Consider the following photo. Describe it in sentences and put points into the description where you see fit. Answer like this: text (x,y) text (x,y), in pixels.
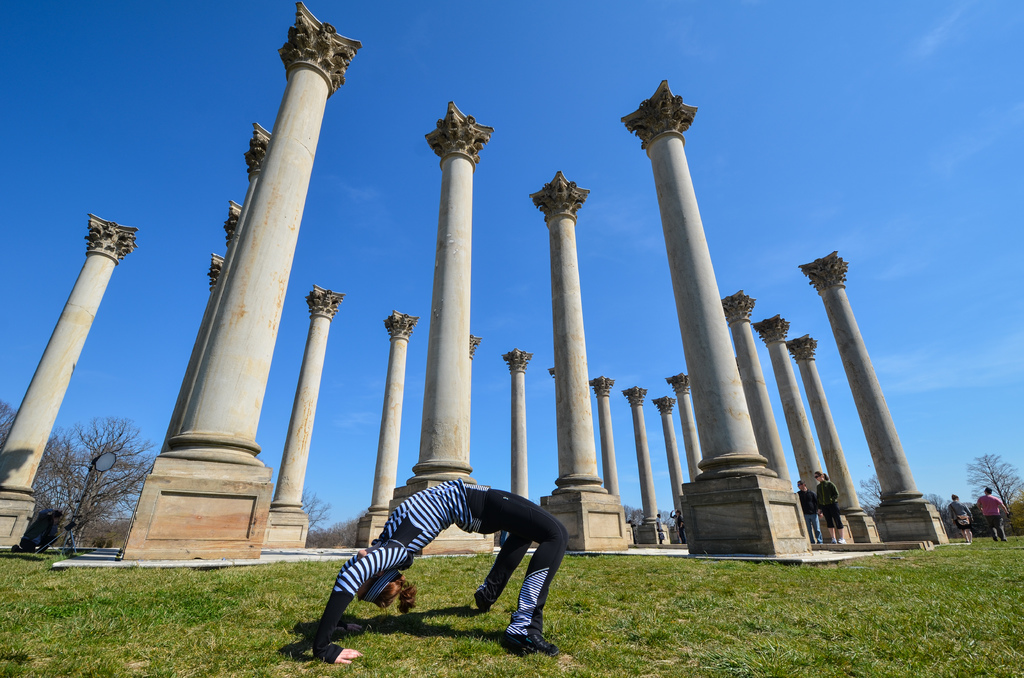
In this image I can see the grass (803,601). I can see some people (488,604). I can also see the pillars (857,383). In the background (742,179), I can see the clouds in the sky (938,261).
